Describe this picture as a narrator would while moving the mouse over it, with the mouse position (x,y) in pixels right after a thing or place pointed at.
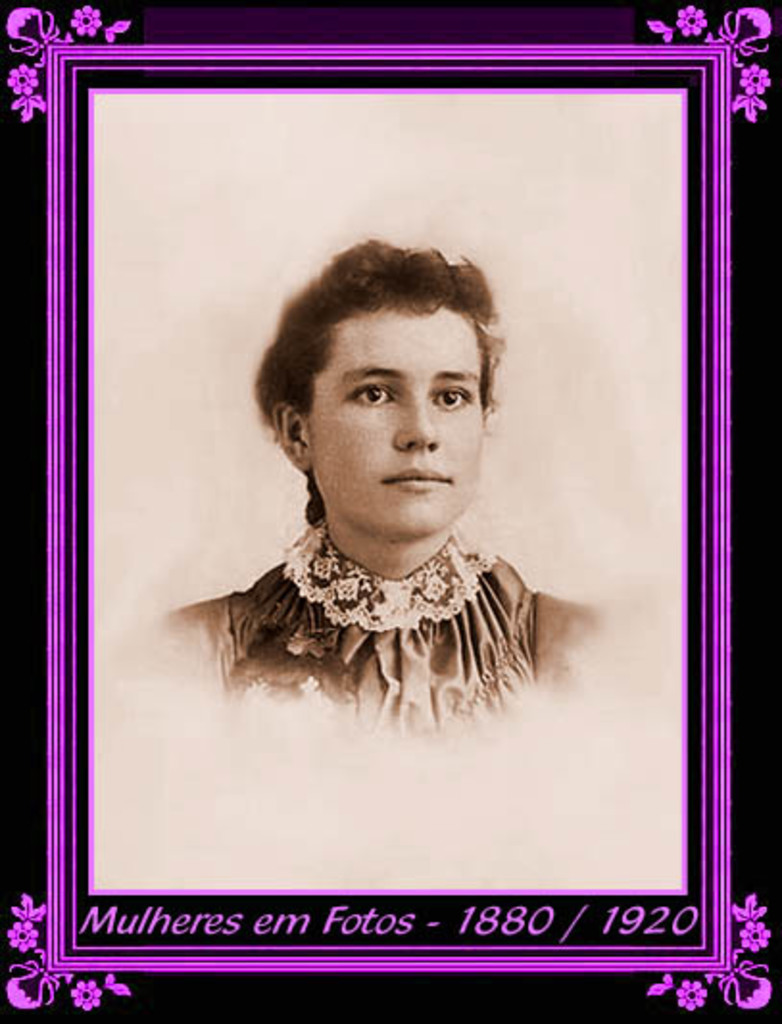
In this image, we can see a photo frame (581,937). In the center of the image (381,424), we can see a picture (406,589) of a person (506,617). In the background (762,341), we can see black color.
